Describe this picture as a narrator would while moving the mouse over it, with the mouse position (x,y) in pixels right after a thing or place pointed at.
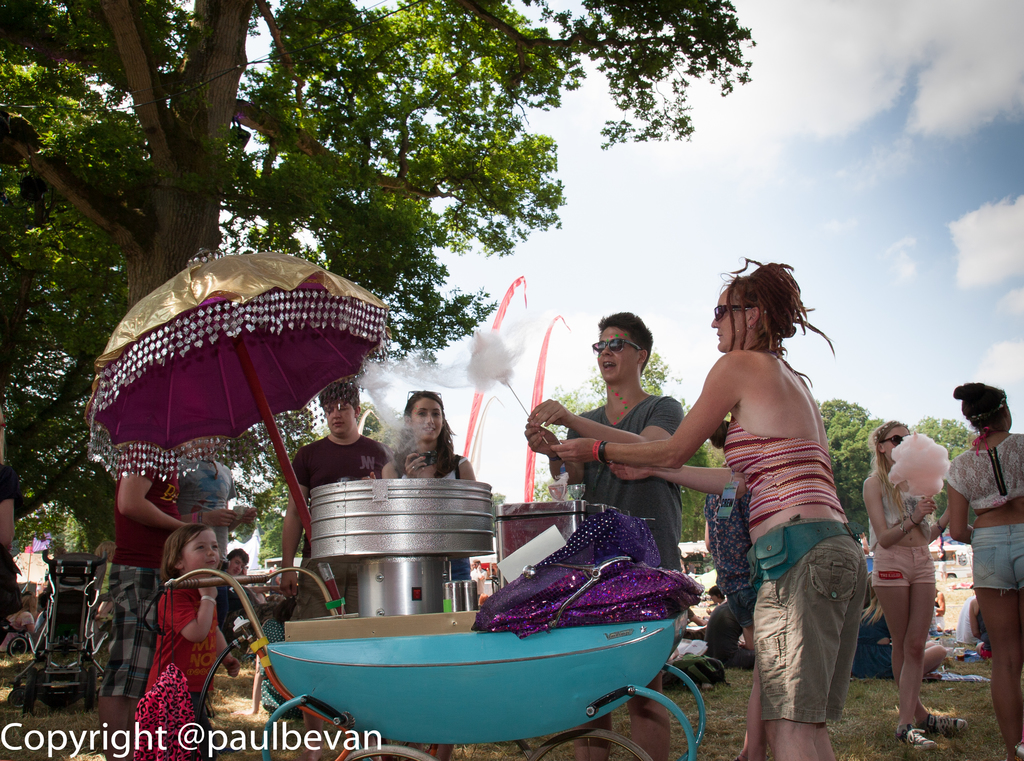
In this picture we can see a group of people (779,700) on the ground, some people (731,615) are sitting and some people (795,661) are standing and two people (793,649) are holding sugar candies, here we can see an umbrella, bowls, clothes (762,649) and some objects (434,640) and in the background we can see trees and sky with clouds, in the bottom left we can see some text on it.
